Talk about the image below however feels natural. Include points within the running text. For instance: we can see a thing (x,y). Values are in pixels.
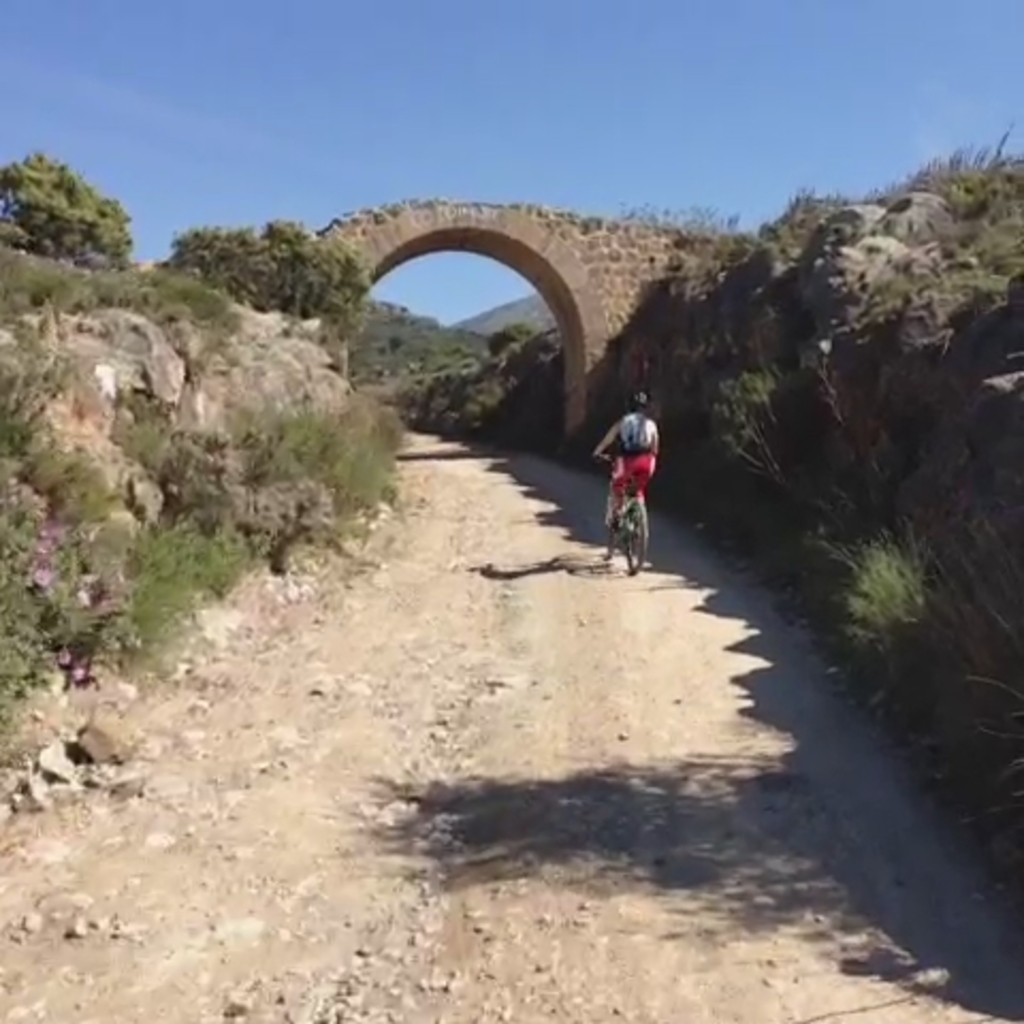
This picture is clicked outside. On the right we can see a person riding a bicycle (627,548). On both the sides we can see the rocks (315,390) and the plants (211,287). In the center (599,355) there is an arch (413,235) and the wall (633,289). In the background (354,107) we can see the sky (519,177) and the hills (483,340).
